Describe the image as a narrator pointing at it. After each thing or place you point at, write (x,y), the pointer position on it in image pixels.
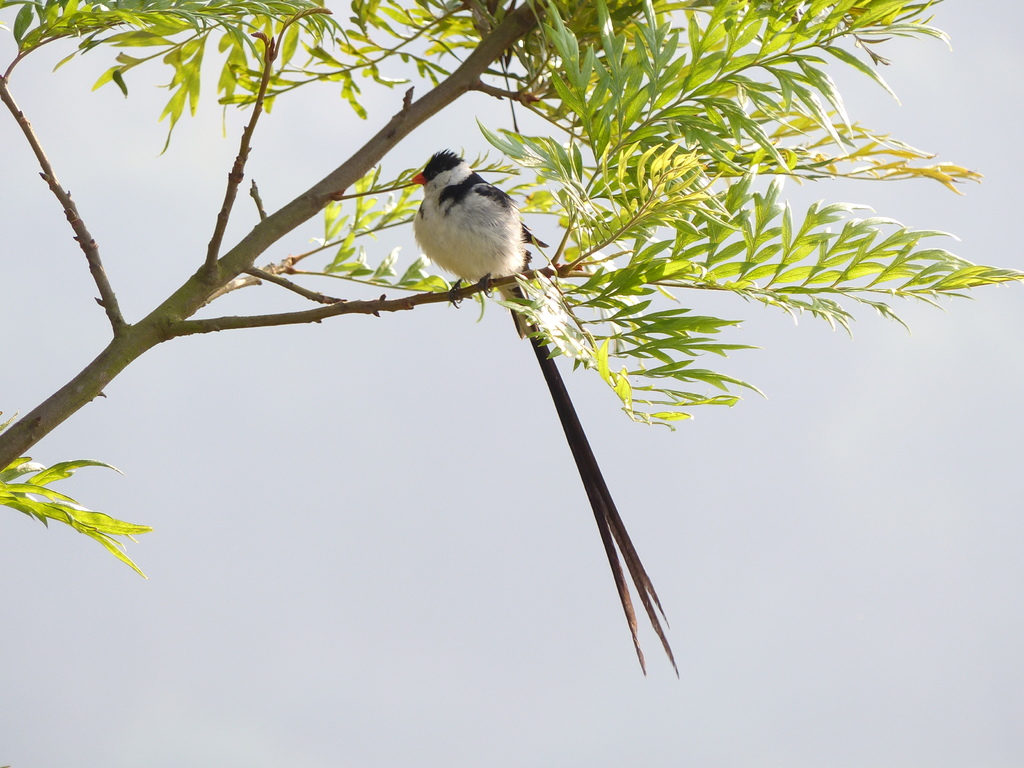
In this picture I can see a bird (445,178) standing on the branch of the tree (386,222), and there is white background (621,648).
